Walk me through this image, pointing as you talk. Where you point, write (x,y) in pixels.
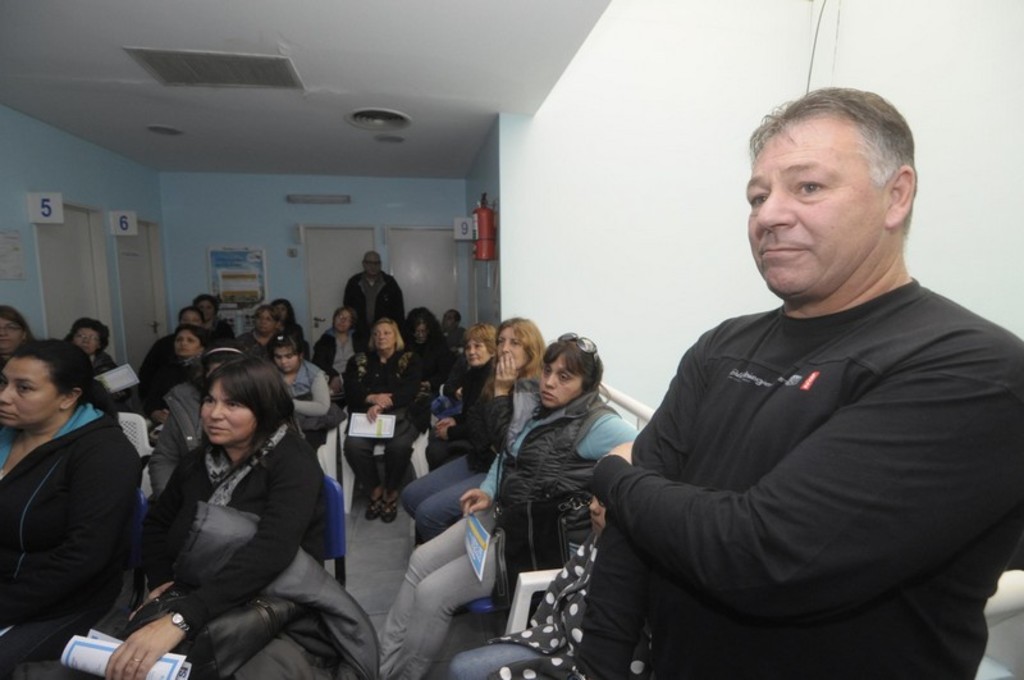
This image consists of many people (86,571) sitting in the chairs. It looks like a hospital. To the right (860,393), the man (933,543) is wearing black T-shirt (655,615). In the background (106,235), there are doors (424,249) along with wall (259,243). At the top (509,92), there is a roof (570,53).
